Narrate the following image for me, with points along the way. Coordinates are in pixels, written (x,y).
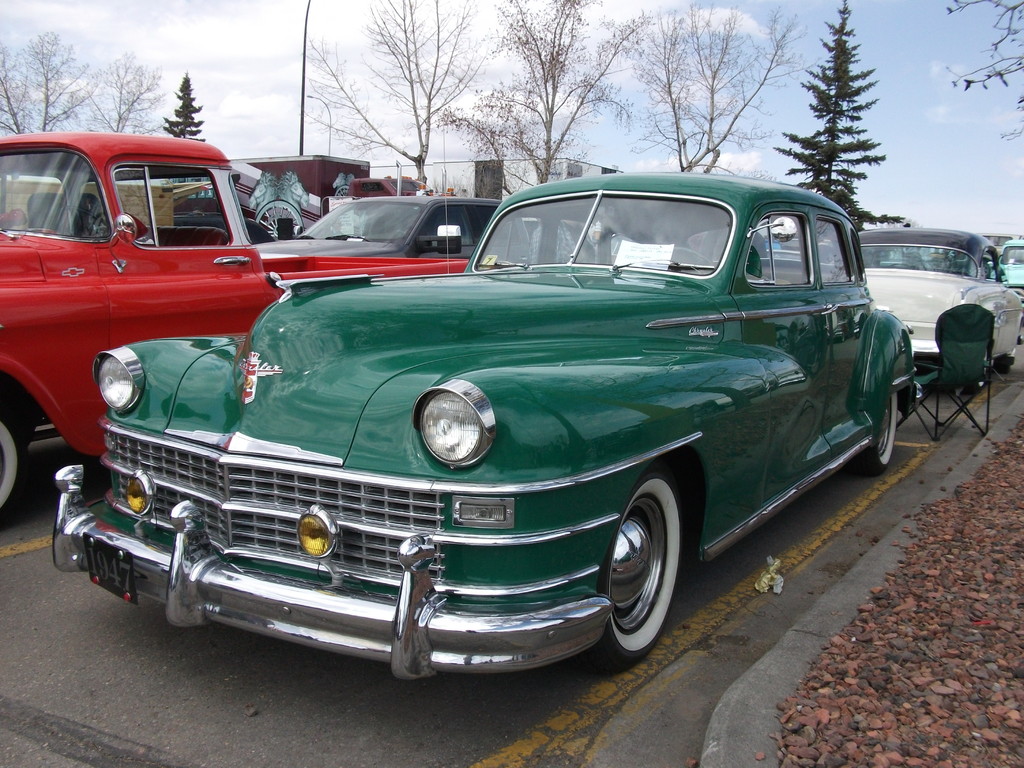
In this image we can see some vehicles (690,318), chair (975,361), trees (830,179) and other objects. In the background of the image (638,90) there are trees (46,87) and the sky (158,123). At the bottom of the image (593,717) there is the road (351,729), rocks (984,707) and other objects (720,734).
